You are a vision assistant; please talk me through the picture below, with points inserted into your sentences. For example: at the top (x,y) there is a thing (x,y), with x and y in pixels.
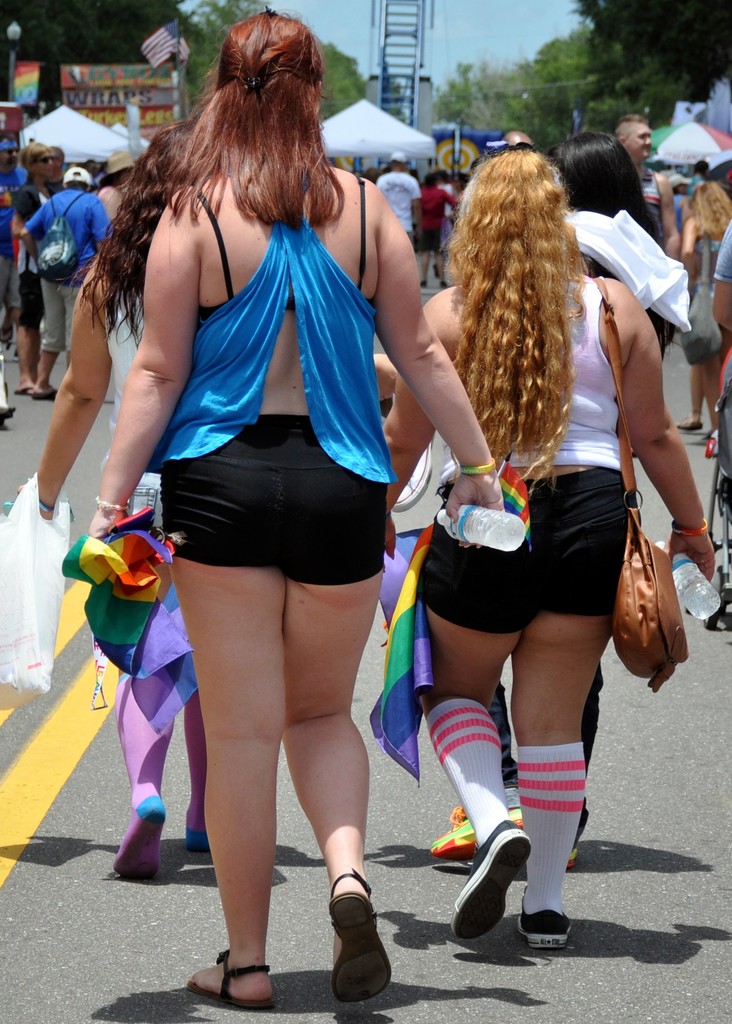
In this image I can see some people (270,496) on the road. In the background (66,153), I can see the tents (408,140). I can also see some text (149,113) written on the board (114,99). I can see the trees (524,128) and the sky (470,33).
